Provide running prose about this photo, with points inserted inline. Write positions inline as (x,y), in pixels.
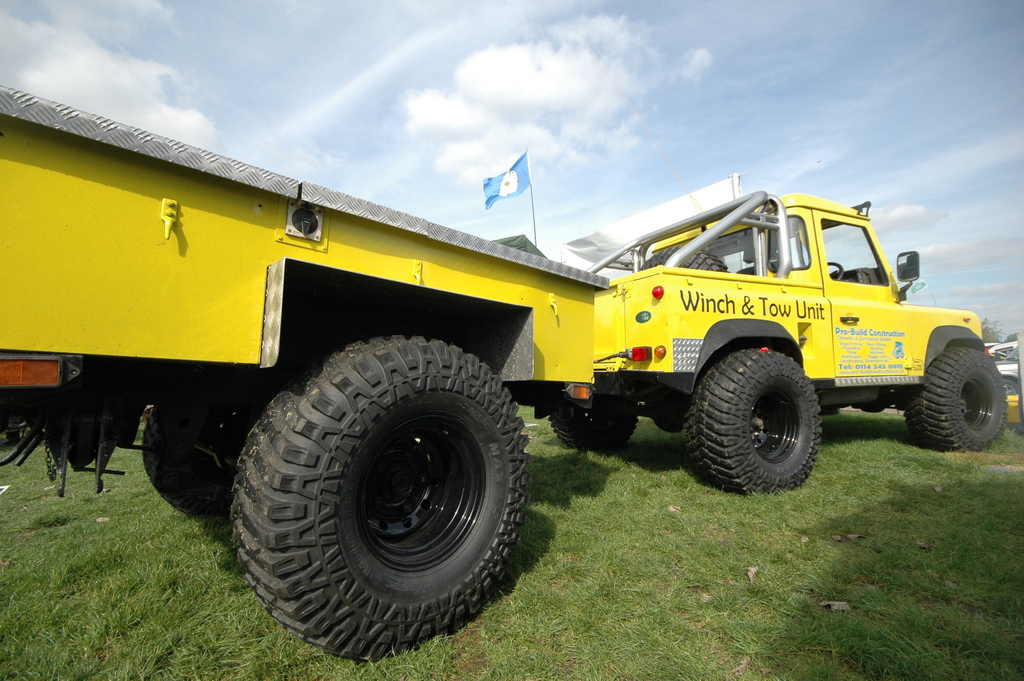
In this picture we can see a vehicle (705,314) on the grass (663,552) which is in yellow color. This is flag (501,194) and on the background (855,103) there is a sky (698,83) with clouds (493,91).
